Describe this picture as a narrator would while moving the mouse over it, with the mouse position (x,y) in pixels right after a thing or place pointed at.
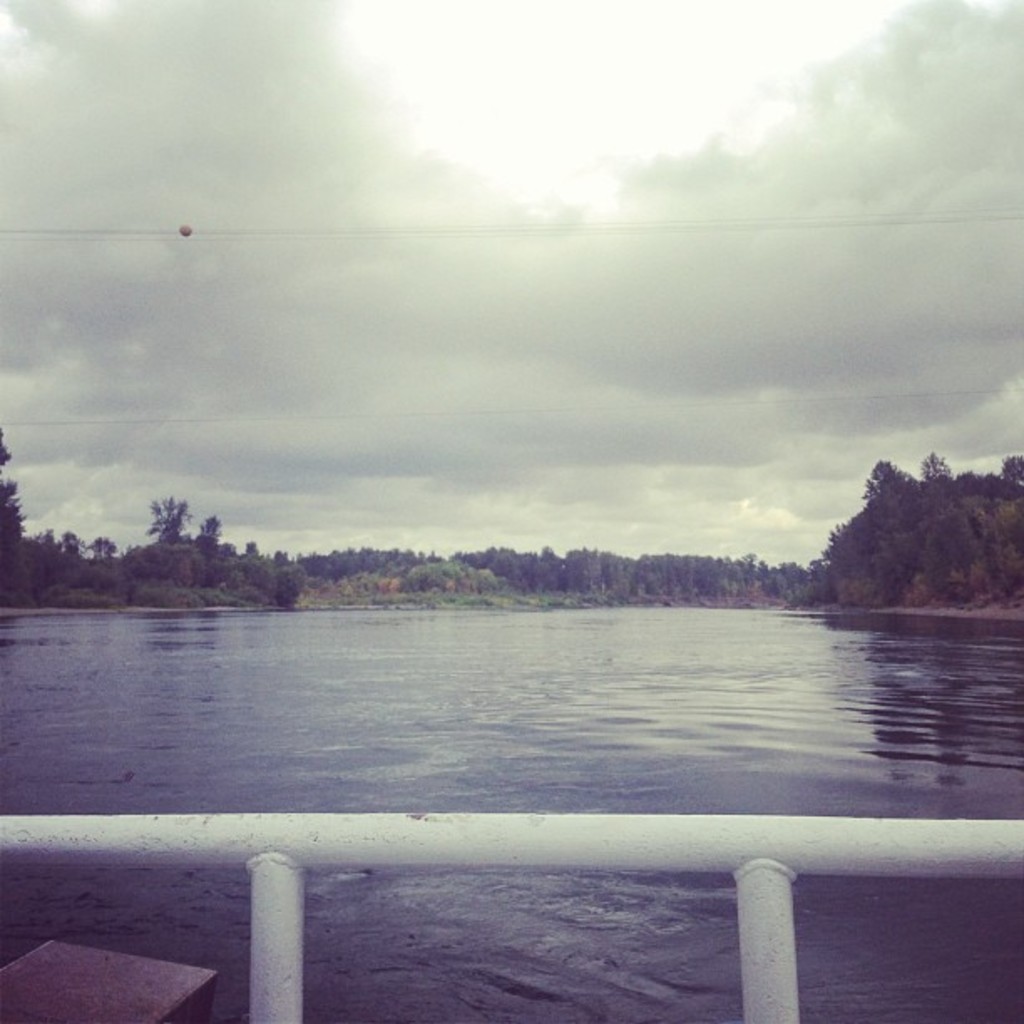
At the bottom (726,841) we can see fence (275,920) made of metal (350,855) and there is an object (54,997) on the water (594,712). In the background (709,635) we can see water (671,965), trees (79,541) on the ground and clouds (387,331) in the sky (373,315). On the left side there is an object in the sky (473,303).
